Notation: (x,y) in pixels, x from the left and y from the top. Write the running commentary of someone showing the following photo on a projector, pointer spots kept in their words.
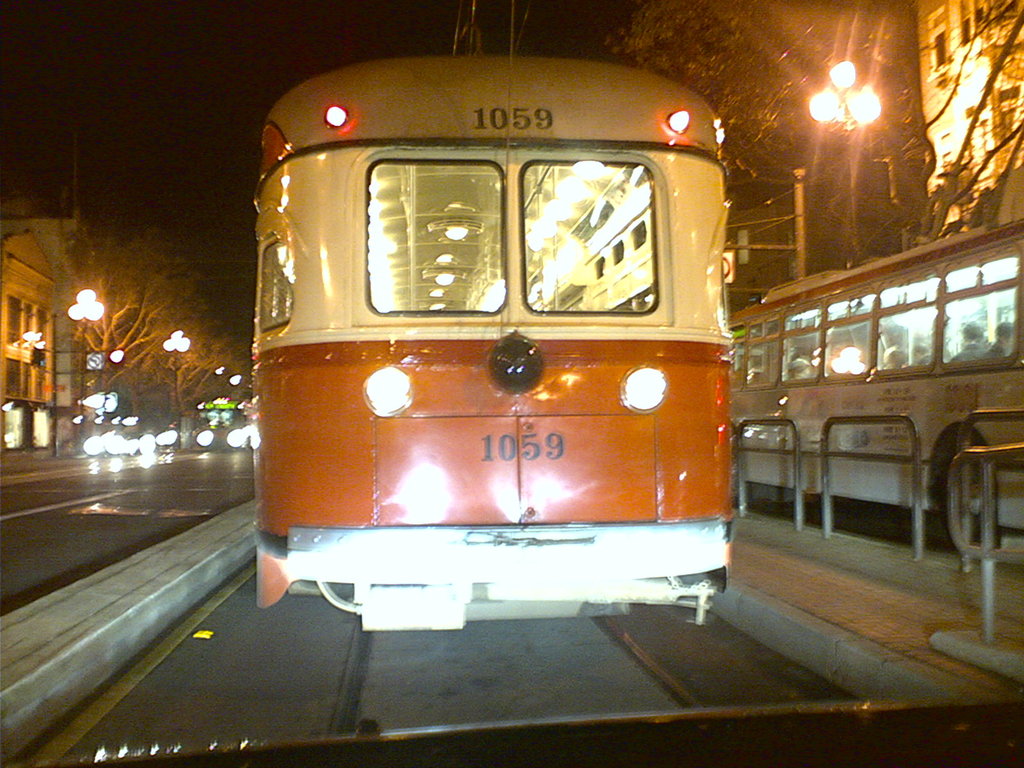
In this image we can see few vehicles (539,382). Beside of vehicles (878,486) we can see the barrier (918,516). Behind the vehicle (348,261), there are group of trees (962,168), buildings (24,275) and street poles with lights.
